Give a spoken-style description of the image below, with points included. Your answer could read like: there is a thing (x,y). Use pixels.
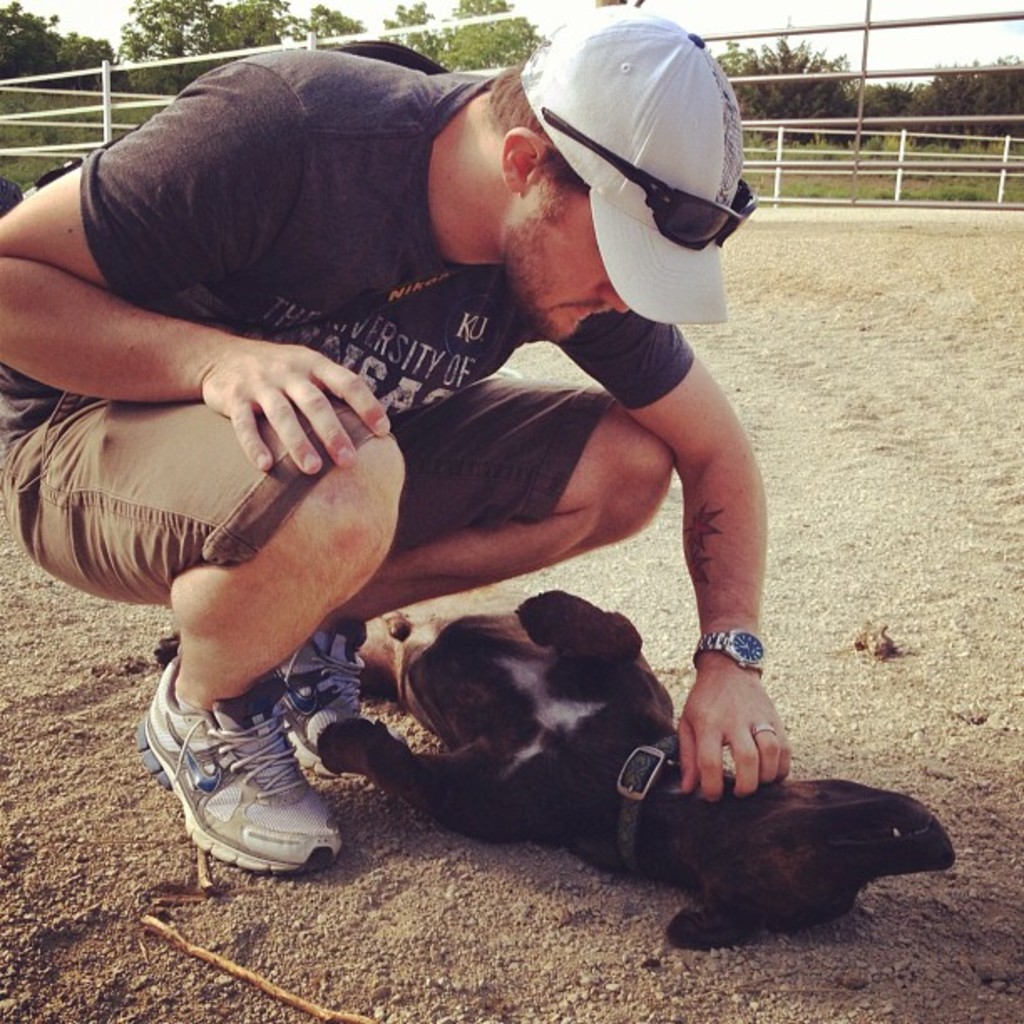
In this picture there is a man (731,142) who is sitting on the floor (769,566) and petting the dog (439,791), there are boundaries (23,90) around the area of the image, the dog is lying on the sandy floor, there are some trees (23,44) around the area of the image.
